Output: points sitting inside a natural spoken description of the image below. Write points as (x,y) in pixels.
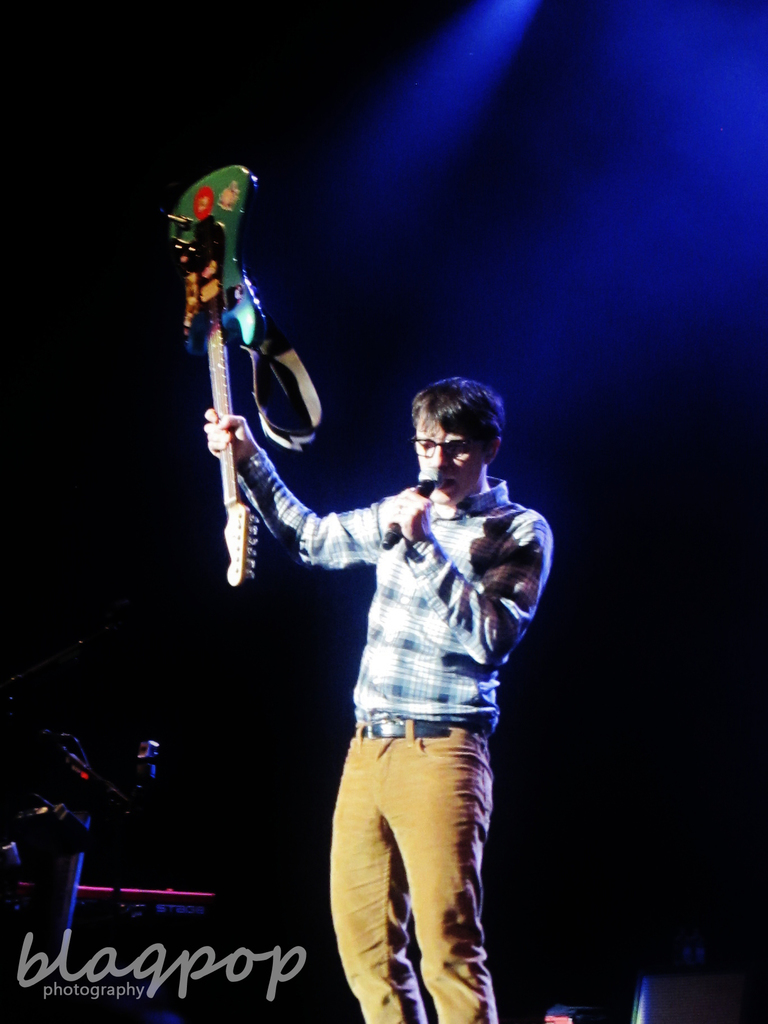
In the middle of the image (460,630) we can see a man (452,576), he is holding a microphone (408,511) and a guitar (197,331), beside to him we can see few musical instruments (39,804), at the left bottom of the image (208,974) we can see a watermark (219,967).
